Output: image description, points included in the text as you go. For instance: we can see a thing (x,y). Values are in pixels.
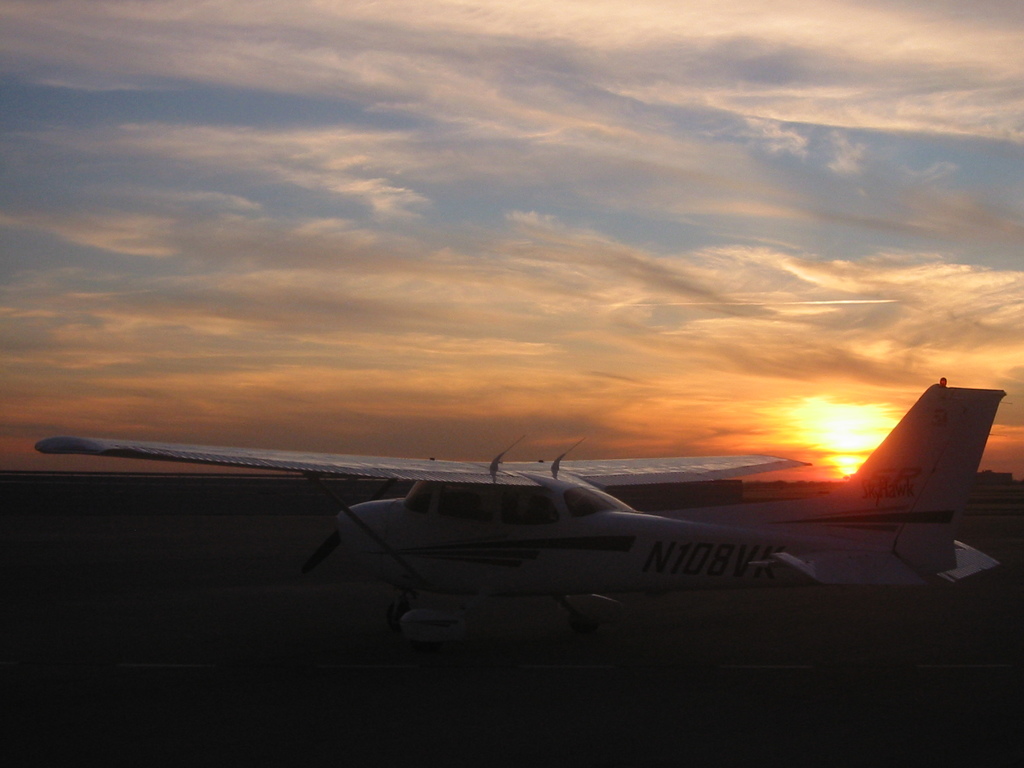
Completely an outdoor picture. Sky (362,264) is very cloudy. This is a sunset (857,435). Aeroplane (460,502) in white color. Aeroplane wings (533,481).
